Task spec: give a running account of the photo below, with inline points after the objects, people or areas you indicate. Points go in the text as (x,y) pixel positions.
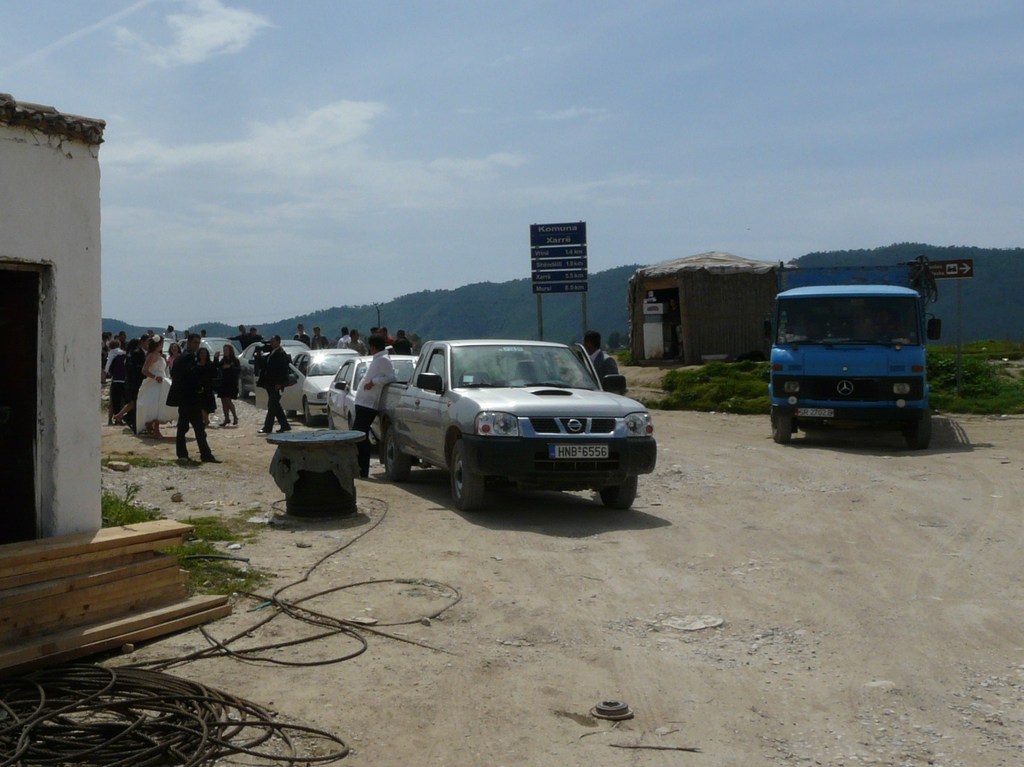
In this picture we can see vehicles (443,426) are parked on the road (574,546), some people (190,362) are walking, side we can see house (46,415) and hut (713,302).
